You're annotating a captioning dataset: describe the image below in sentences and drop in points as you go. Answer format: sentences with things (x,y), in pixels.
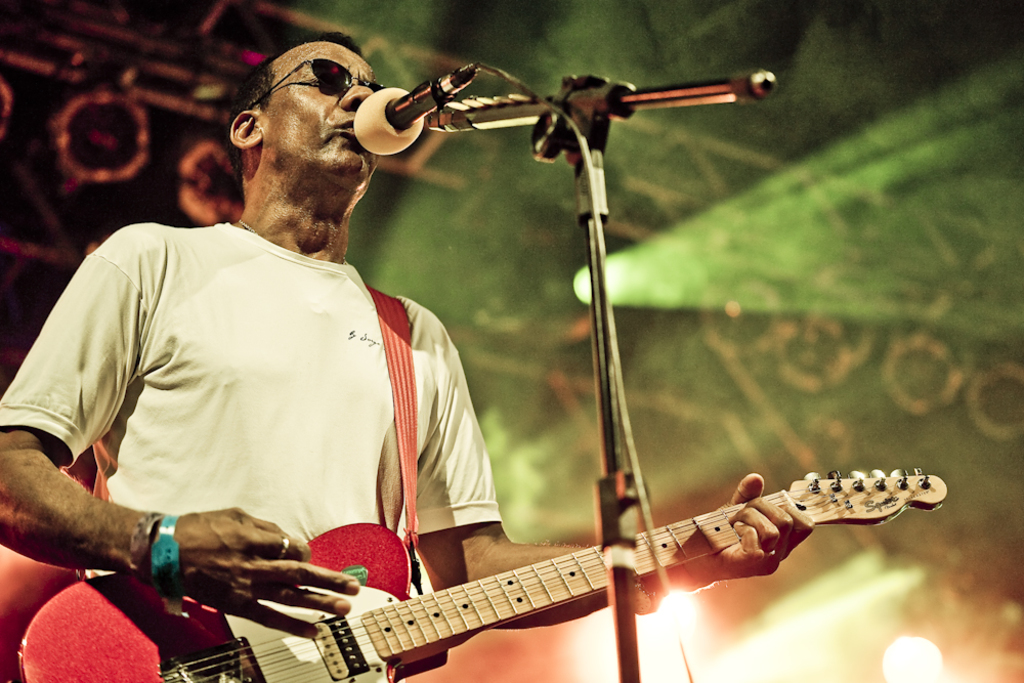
In this picture I can see a person (224,475) standing, playing guitar (287,640) and singing in front of the mike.
